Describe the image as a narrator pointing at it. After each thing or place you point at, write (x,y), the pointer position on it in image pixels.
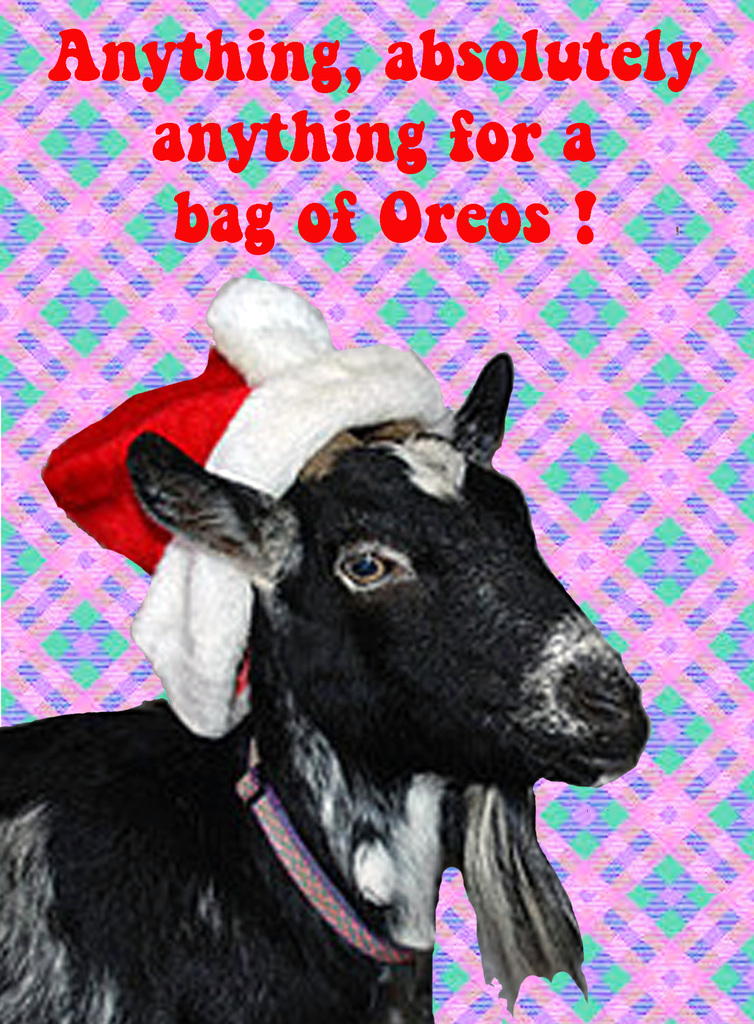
In the picture I can see a goat (428,661) and there is a Christmas cap (288,342) on the head (344,551). I can see the text (322,70) at the top of the picture (386,72).
